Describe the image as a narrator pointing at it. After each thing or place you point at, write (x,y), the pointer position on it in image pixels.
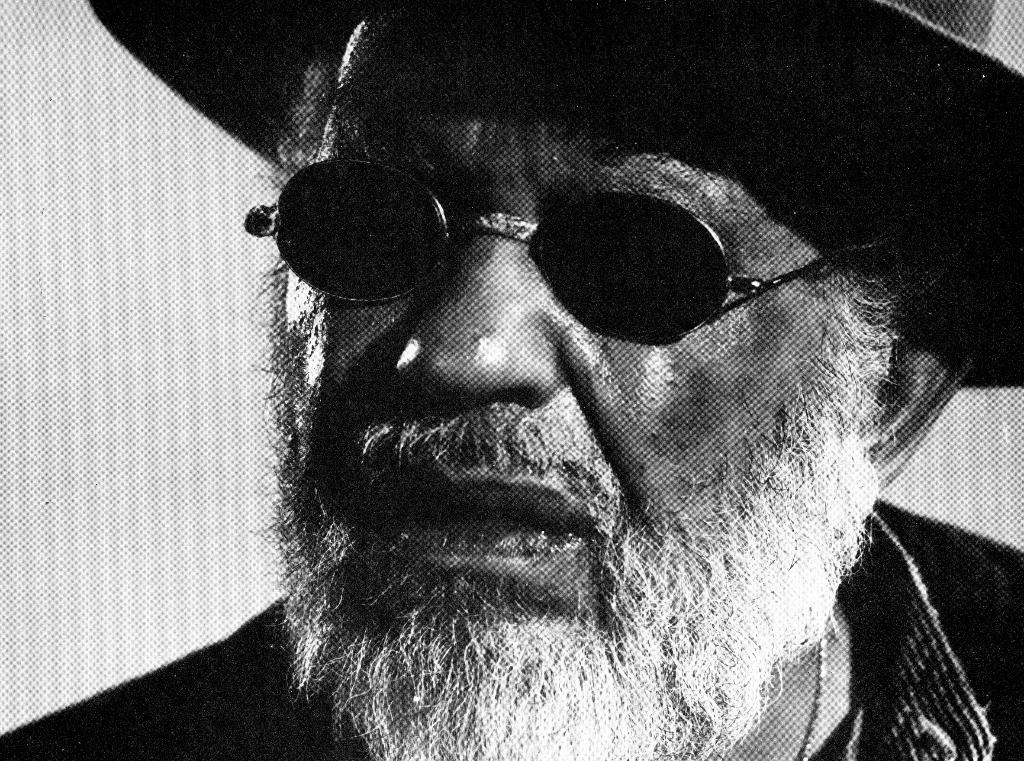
In the picture we can see a face (826,381) of the man (189,696) with a white beard (472,583), goggles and hat (338,4).
